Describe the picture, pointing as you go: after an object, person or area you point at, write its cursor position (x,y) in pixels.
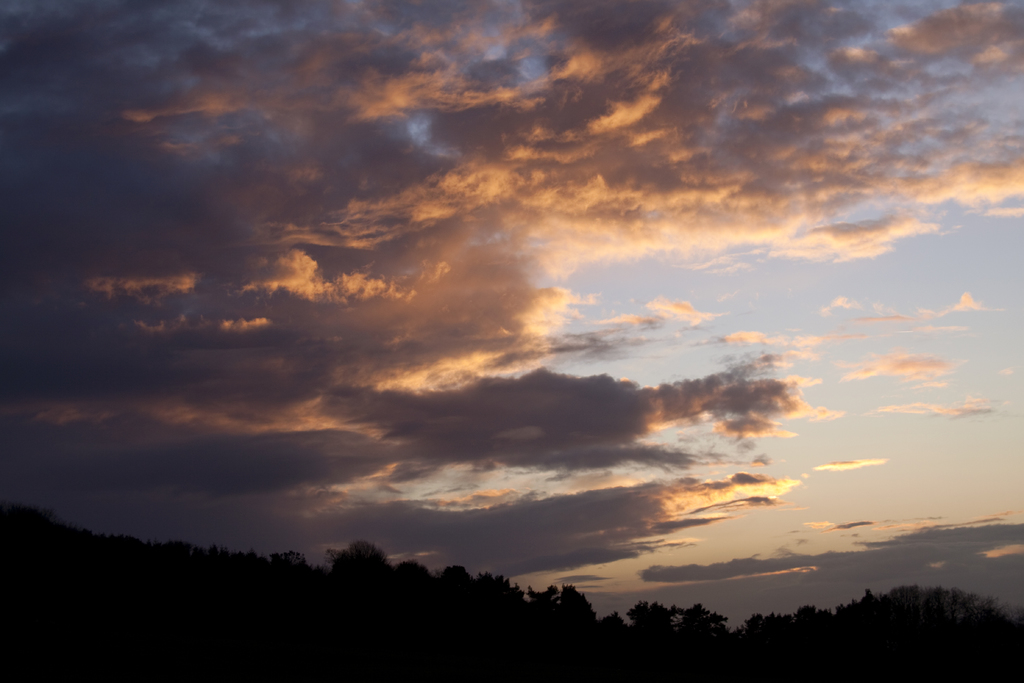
At the bottom of the image (375,573) we can see trees (341,567). Here we can see the sky (814,417) with clouds (669,253).
